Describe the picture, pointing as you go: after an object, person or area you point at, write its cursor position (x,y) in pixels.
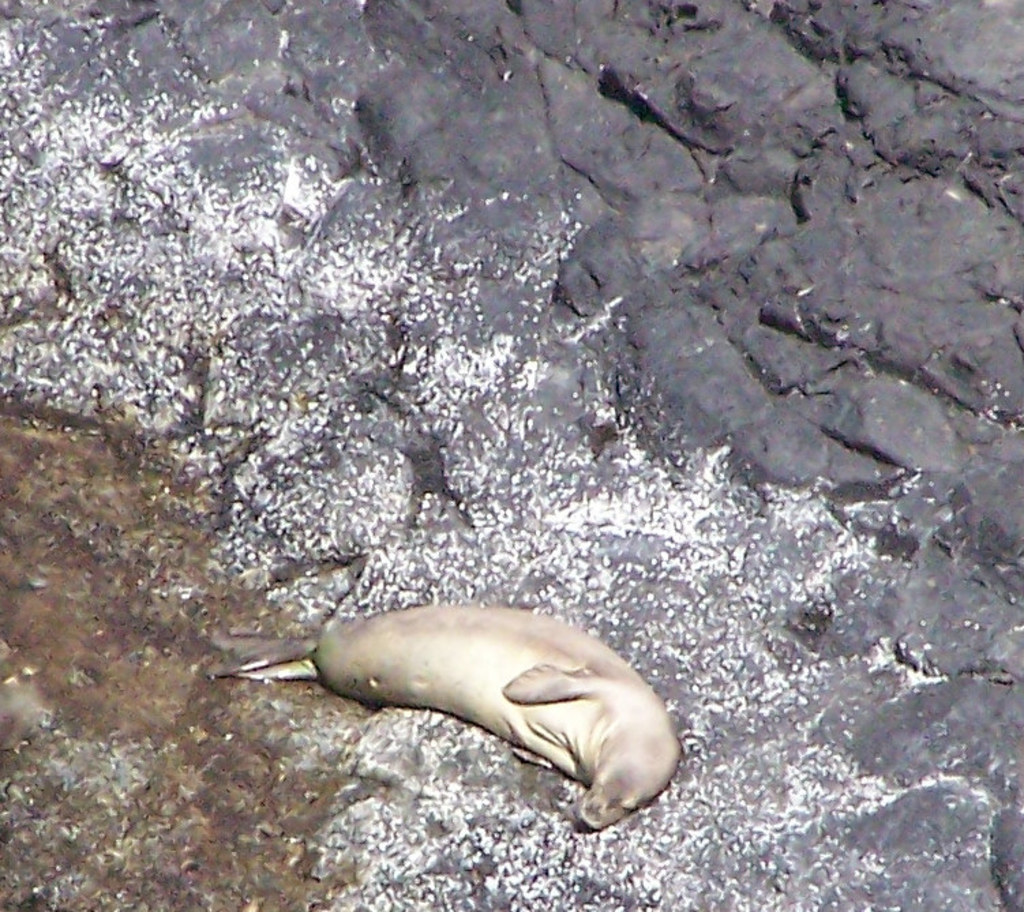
In this picture, we see a sea lion (392,687). On the right side (757,398), we see a black rock (672,320). On the left side (155,501), we see brown rock (98,596).
